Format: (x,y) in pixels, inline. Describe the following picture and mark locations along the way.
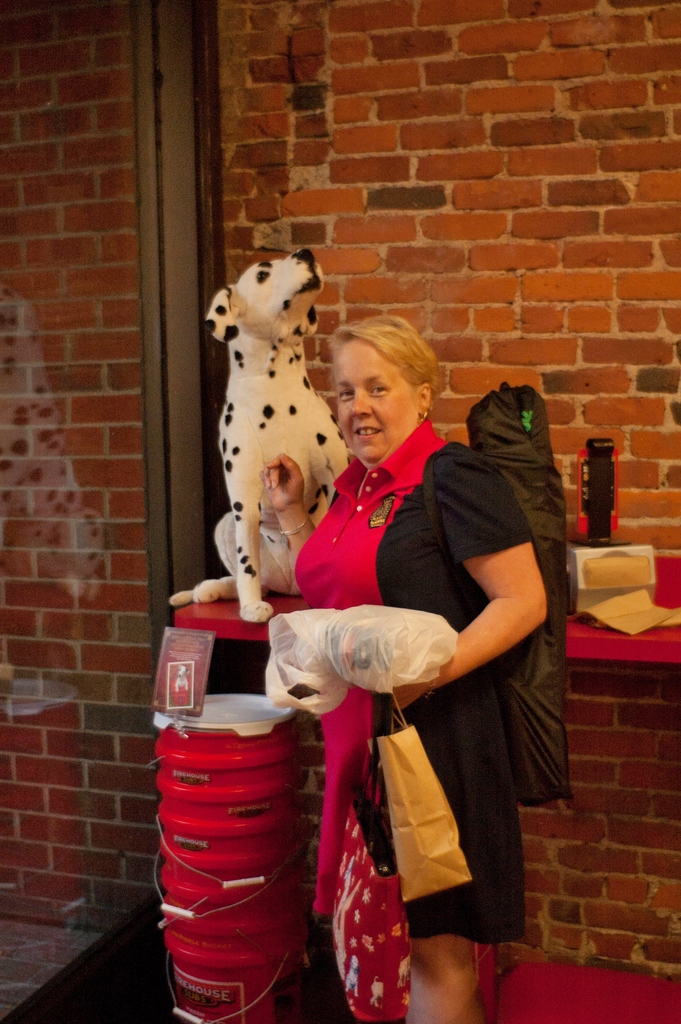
This image is taken indoors. At the bottom of the image (155,975) there is a floor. In the background (467,253) there is a wall (6,132) and there is a table (217,614) with a few things (611,515) on it and there is a dog (267,444) on the table (208,607). In the middle of the image (353,407) a woman (439,747) is standing on the floor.
